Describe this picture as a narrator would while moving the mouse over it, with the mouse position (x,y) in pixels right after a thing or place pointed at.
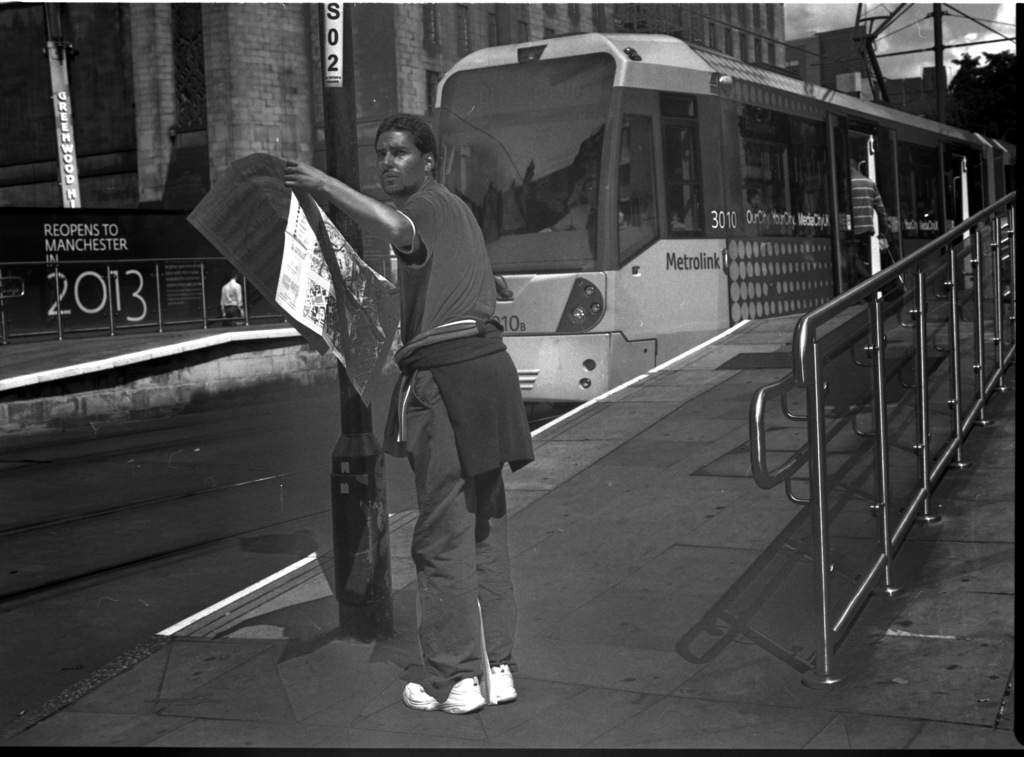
This is a black and white image. Here I can see a person (442,627) holding a paper (312,270) in the hands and standing on the platform (555,588). Beside this person (482,421) I can see a train (628,296) on the railway track (175,528). On the right side (920,338) there is a railing (923,326). On the top of the image (151,72) there is a building (403,38) and also I can see the sky (805,21). In front of this person (412,425) I can see a pole (349,408).
